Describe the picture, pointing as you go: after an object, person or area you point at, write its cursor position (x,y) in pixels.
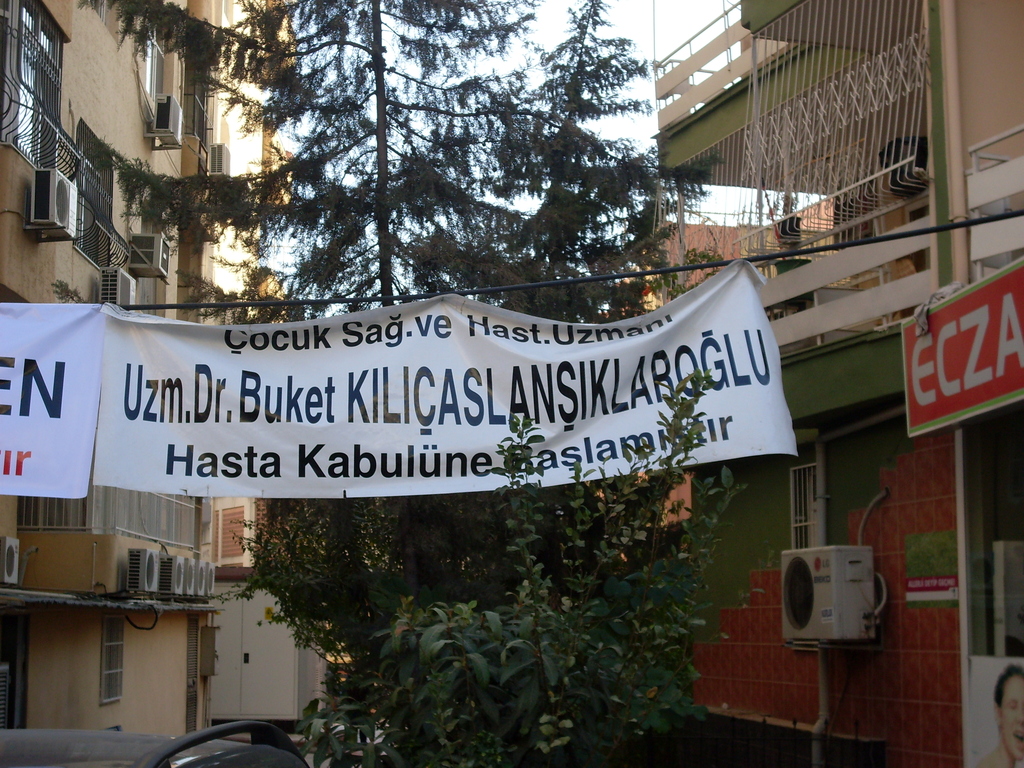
In the picture I can see banners (431,424) which has something written on them. In the background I can see trees (435,276), buildings (736,501), the sky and some other objects (25,766).
